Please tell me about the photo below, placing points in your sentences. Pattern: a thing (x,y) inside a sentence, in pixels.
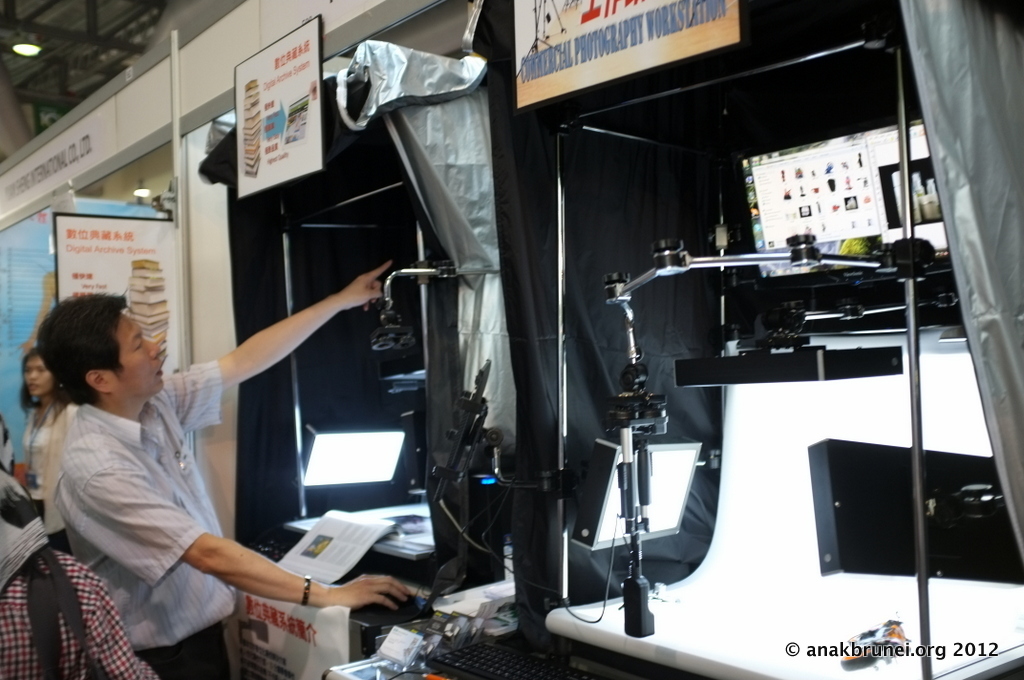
In front of the picture, we see a machinery equipment (624,424). We even see a monitor (799,194). At the bottom (538,657), we see the keyboard (494,646) and a mouse (417,600). The man (381,582) in the white shirt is standing and he might be operating the computer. We see the sheets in black and grey color. On the left side (32,566), we see two people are standing. Behind him, we see a board (140,262) in white color with some text (88,247) written on it. At the top (260,127), we see the boards (563,42) with some text (563,42) written on it. In the background (27,262), we see a blue wall (11,261). In the left top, we see a light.
